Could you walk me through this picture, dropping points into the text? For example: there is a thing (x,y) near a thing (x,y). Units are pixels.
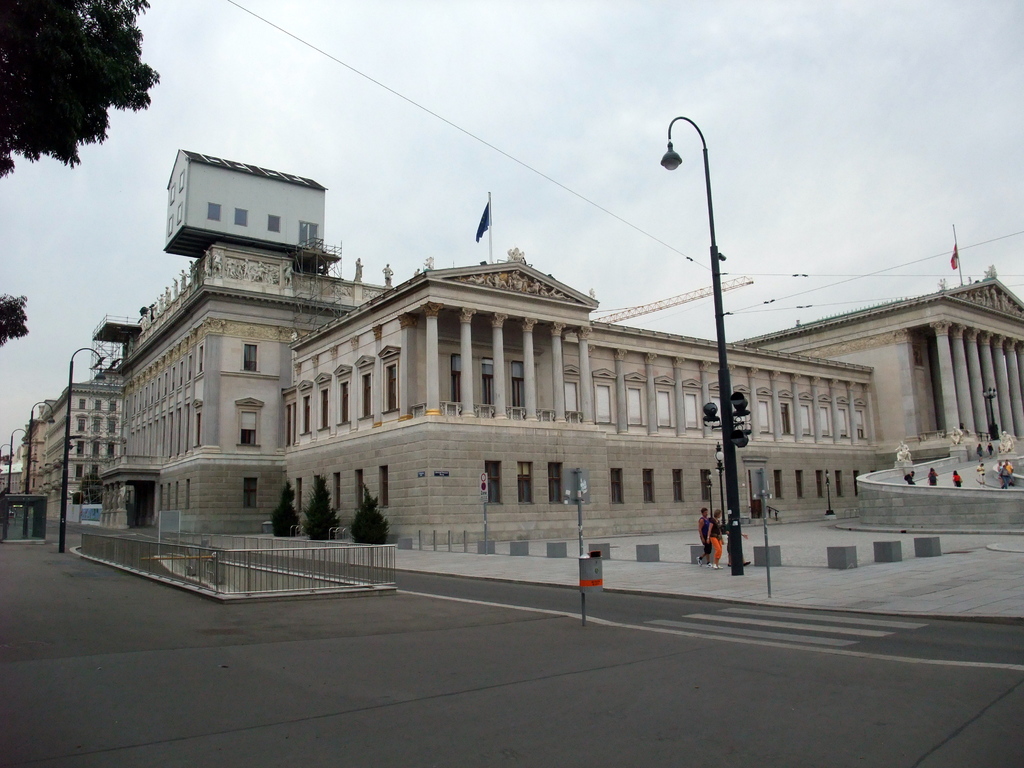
In this image I can see buildings (489,436) on which I can see flags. Here I can see people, street lights (734,556), poles (735,511) and fence (328,565). I can also see trees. In the background (100,177) I can see the sky (426,145). On the road (809,640) I can see white color lines (713,632).
